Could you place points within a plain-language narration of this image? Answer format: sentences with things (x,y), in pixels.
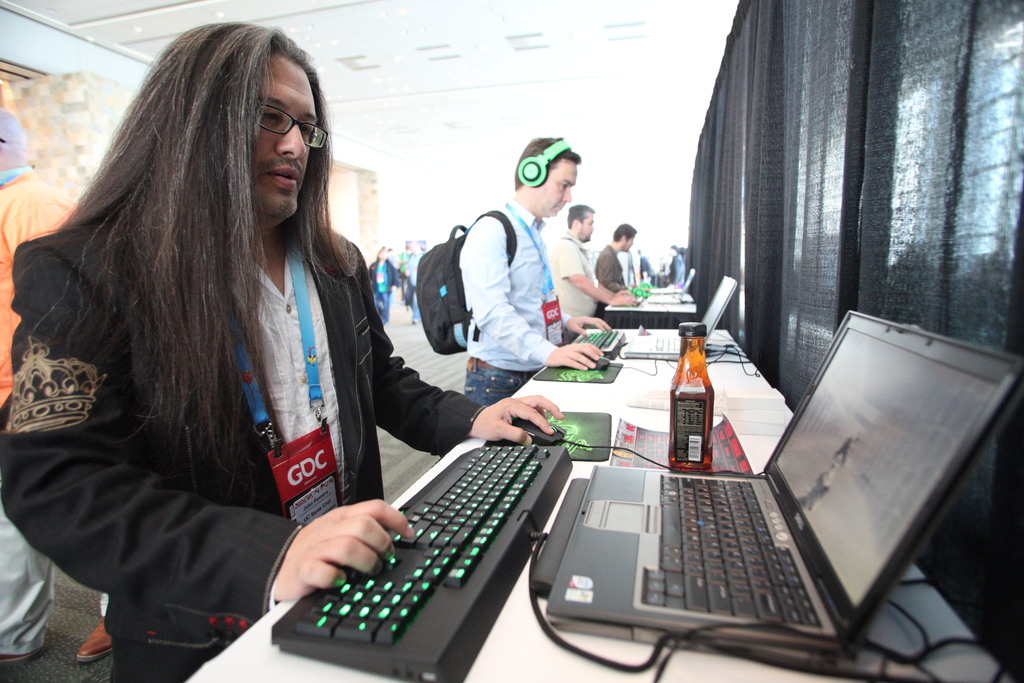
In the center of the image (500,331) we can see a few people (256,363) are standing and they are in different costumes (468,279) and they are holding some objects (511,519). Among them, we can see one person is wearing a backpack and a headset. In front of them, we can see tables (527,611). On the tables (523,627), we can see laptops (670,539), keyboards (502,537), wires (538,538), mouses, one bottle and a few other objects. Behind the table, we can see one black cloth (826,238). In the background (618,196) there is a wall (630,192), roof (608,64), carpet (74,645), few people (27,566) are standing and a few other objects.
